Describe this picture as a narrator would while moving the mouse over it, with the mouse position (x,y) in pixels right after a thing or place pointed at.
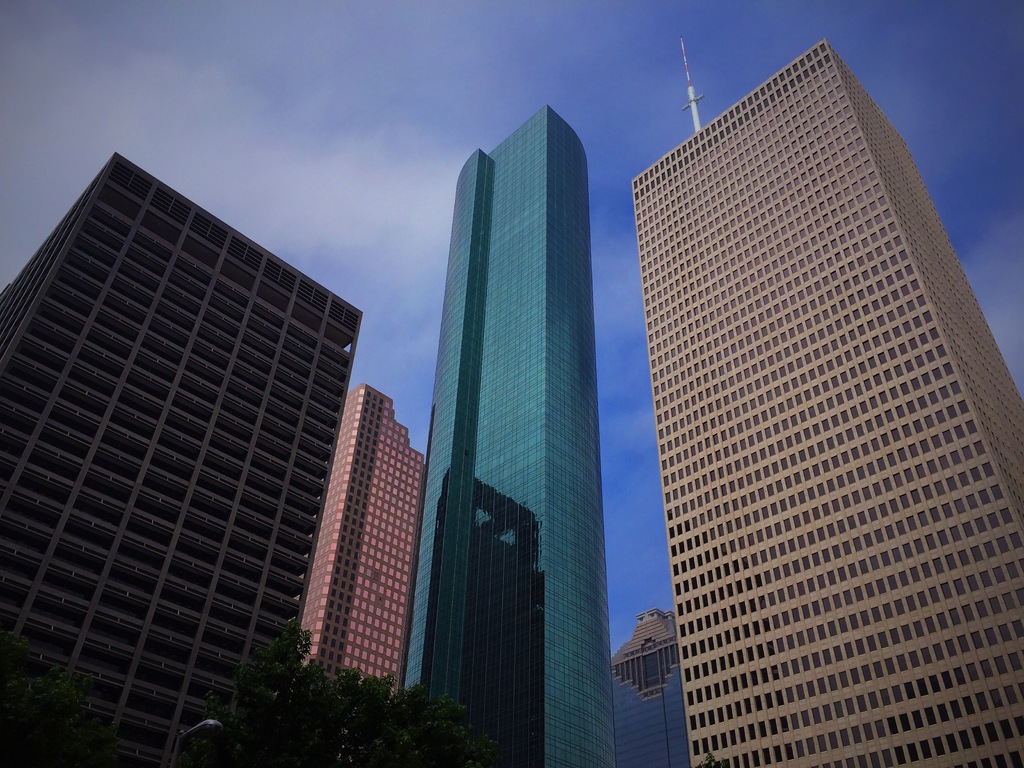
In this image we can see big buildings (227,503), glass windows (602,702), at the bottom (343,690) trees (379,680) and a street light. In the background (630,368) we can see a pole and clouds (413,202) in the sky (362,27).
